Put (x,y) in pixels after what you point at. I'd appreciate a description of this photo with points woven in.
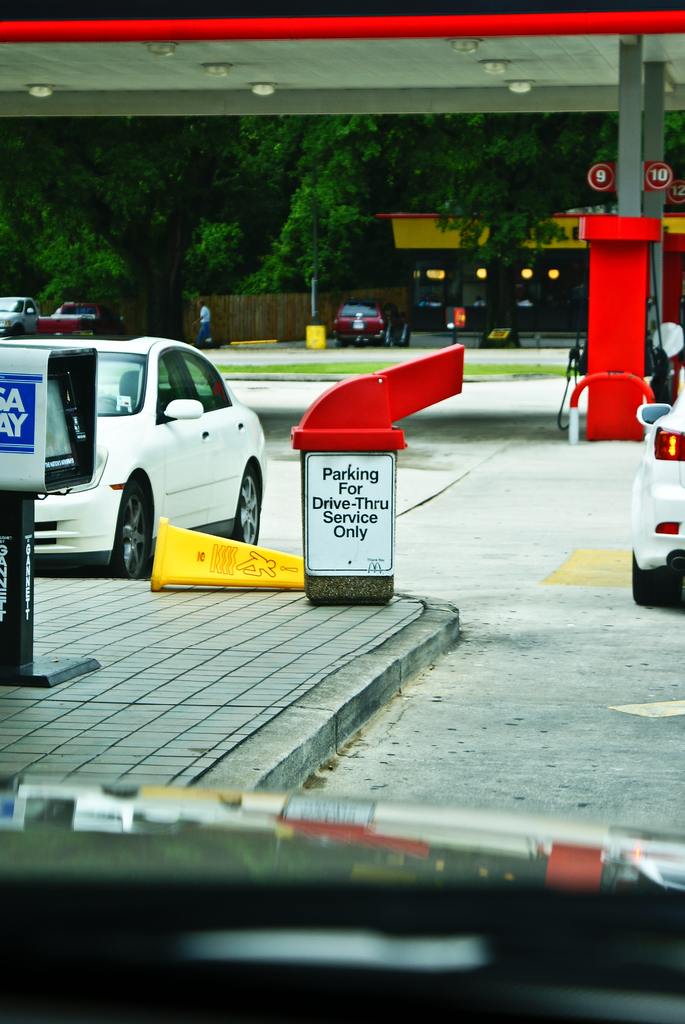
In the center of the image (335,500) we can see cars (160,389), petrol bunk (670,303), boards (347,501) are there. At the bottom of the image (561,715) a road (503,511) is there. In the background of the image (318,188) we can see a trees (407,198), shed (483,91), lights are present.
